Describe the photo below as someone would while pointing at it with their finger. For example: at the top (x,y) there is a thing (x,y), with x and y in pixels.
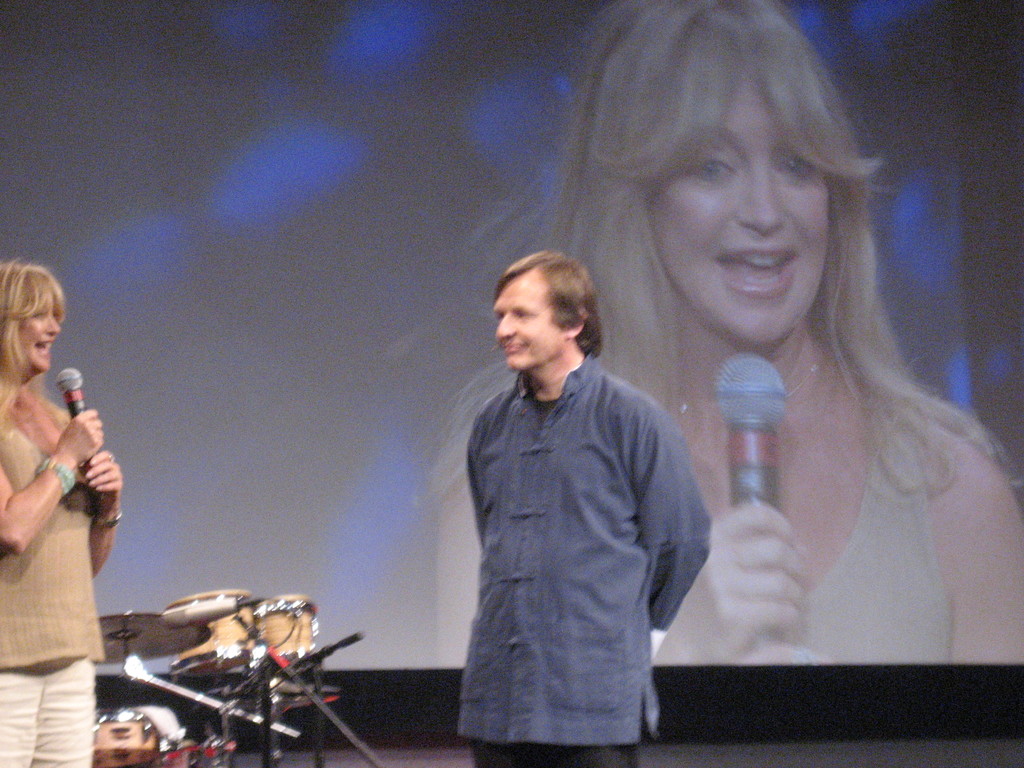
In this image in the center (553,439) there is one man (509,490) who is standing and smiling, on the left side (64,470) there is one woman (41,428) who is standing and she is holding a mike (74,371) and she is smiling. On the background (213,500) there is a screen (856,325) and in the bottom of the left corner (218,631) there are some drums (196,663).
